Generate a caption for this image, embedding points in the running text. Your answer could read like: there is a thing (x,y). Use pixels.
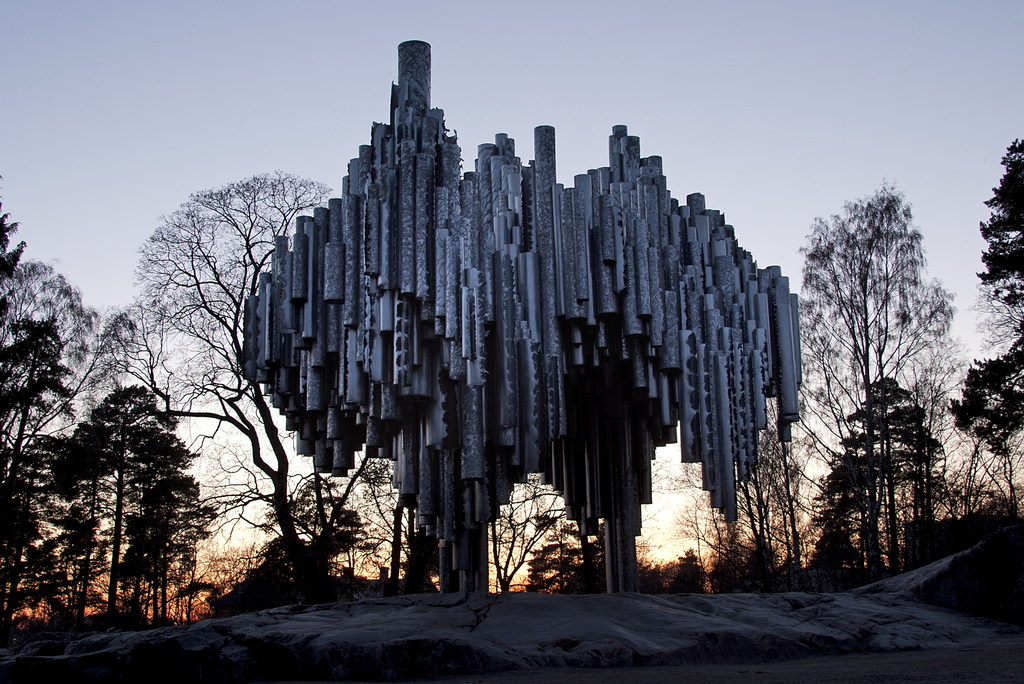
In this picture there is a pipe frame (503,361) in the middle of the ground (316,629). Behind we see many dry trees (217,279) and a sunset sky (204,555).
